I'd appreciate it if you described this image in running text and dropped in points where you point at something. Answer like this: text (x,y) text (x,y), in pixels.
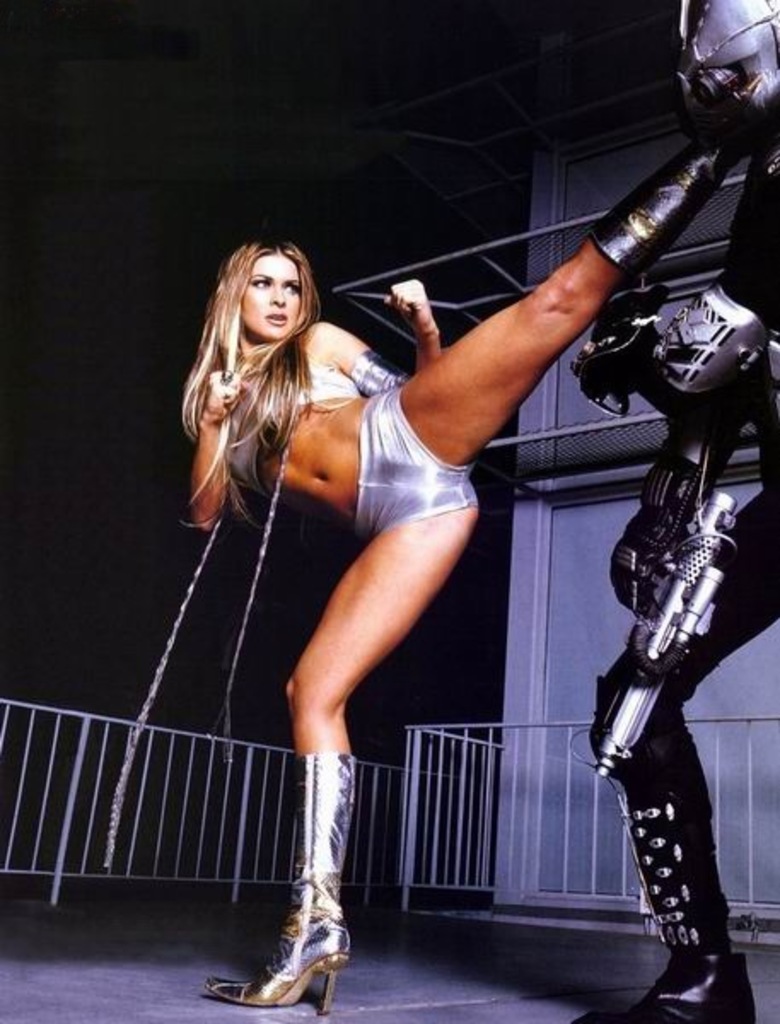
In the middle of the image (384,407), there is a woman (237,400) in a silver color dress (316,393), fighting with another person (754,330) who is holding a gun (699,549) with one hand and standing on the floor (389,1017). In the background (514,812), there are fences (481,799) and there is a building (547,98). And the background (540,58) is dark in color.
